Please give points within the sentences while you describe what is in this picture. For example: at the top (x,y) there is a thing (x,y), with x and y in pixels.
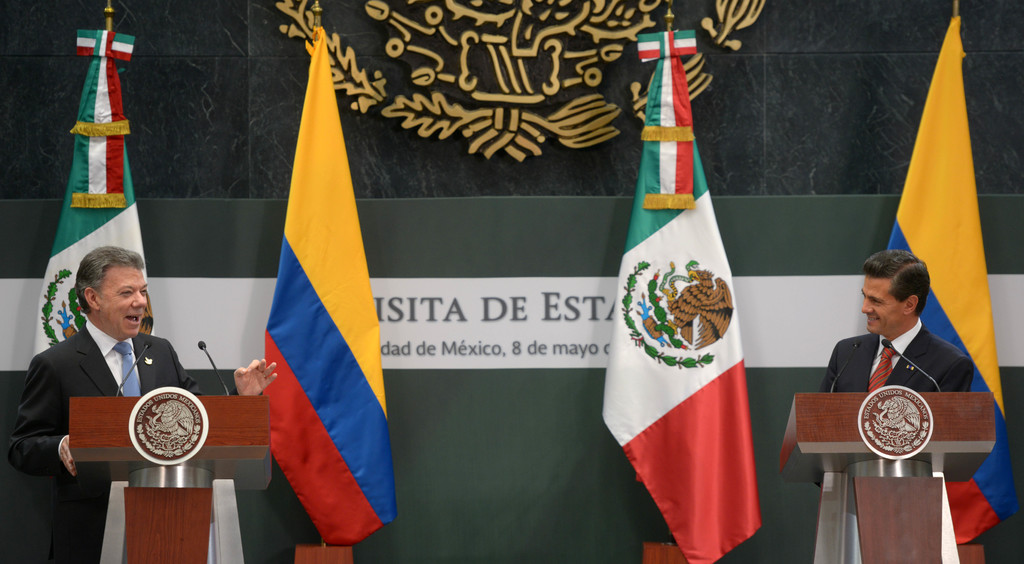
In this image I see 2 men (60,415) in which both of them are wearing suits (32,380) which are of black in color and both of them are smiling and I see that both of them are standing in front of the podiums (254,440) and I see mics (922,369) on them and I see the logos (133,439). In the background (359,465) I see the flags (667,282) which are colorful and I see something is written over here.
